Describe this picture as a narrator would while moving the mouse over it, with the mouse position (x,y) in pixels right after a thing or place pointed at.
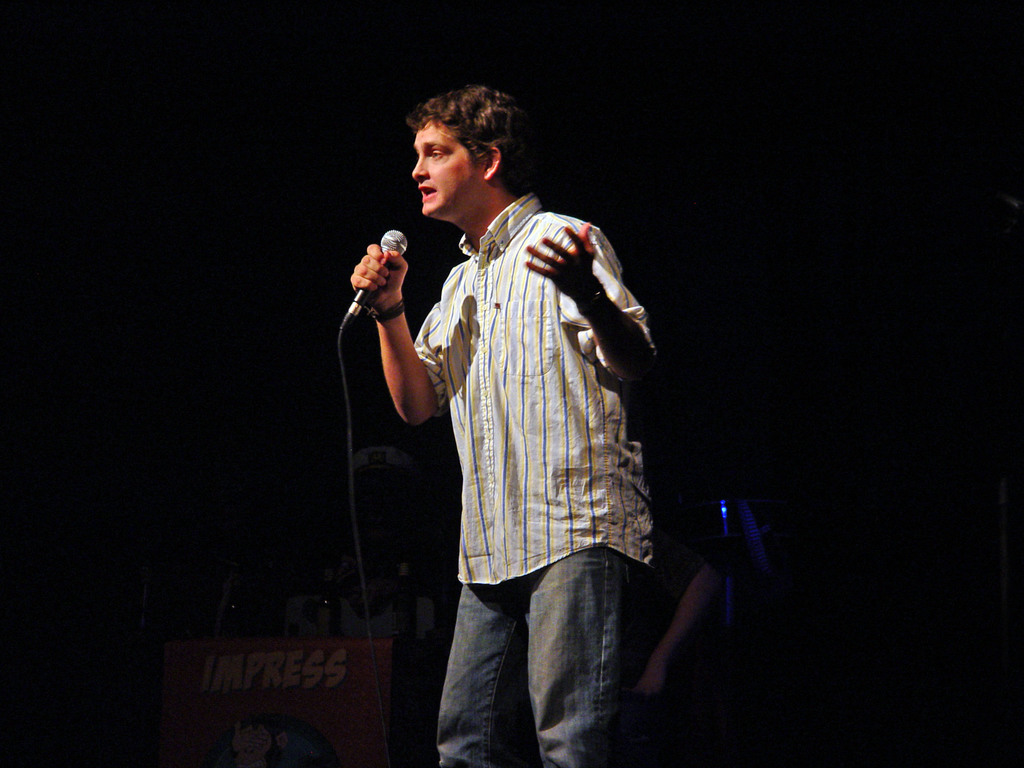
This is the picture of a man (520,392) in white shirt (502,430) holding a microphone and singing a song. Behind the man (497,369) there is a wall (295,163).
